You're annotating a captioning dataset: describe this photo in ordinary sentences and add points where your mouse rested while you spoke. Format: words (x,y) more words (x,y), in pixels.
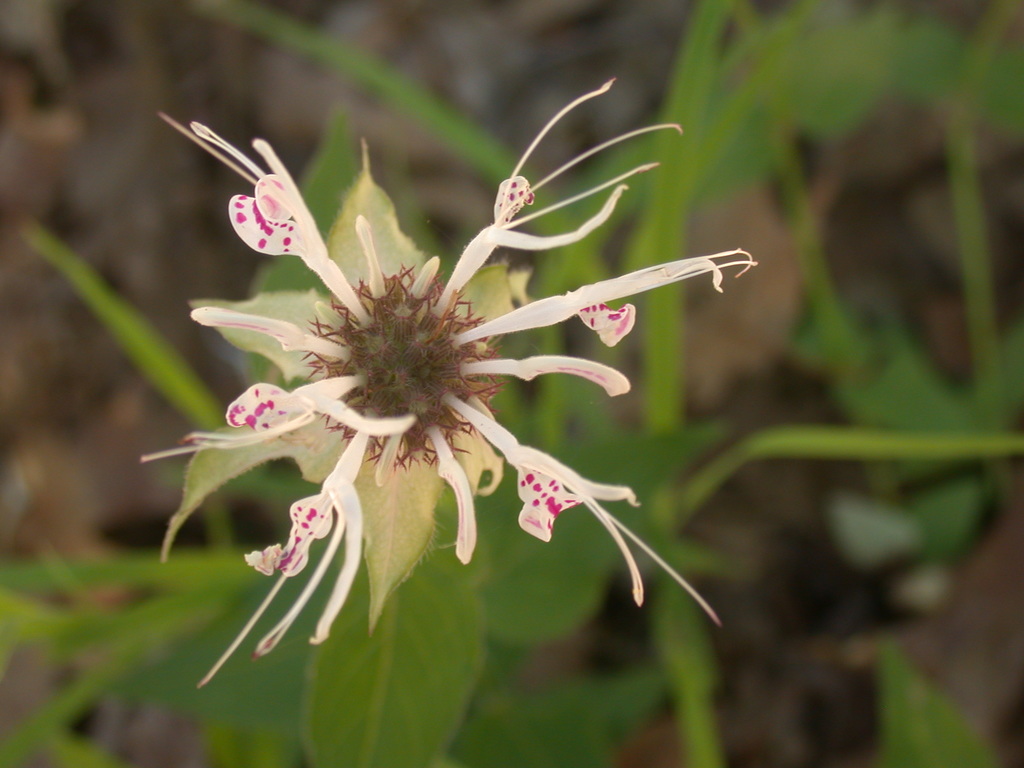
In this image we can see a flower (360,433). At the bottom (498,580) there are leaves (546,565).
